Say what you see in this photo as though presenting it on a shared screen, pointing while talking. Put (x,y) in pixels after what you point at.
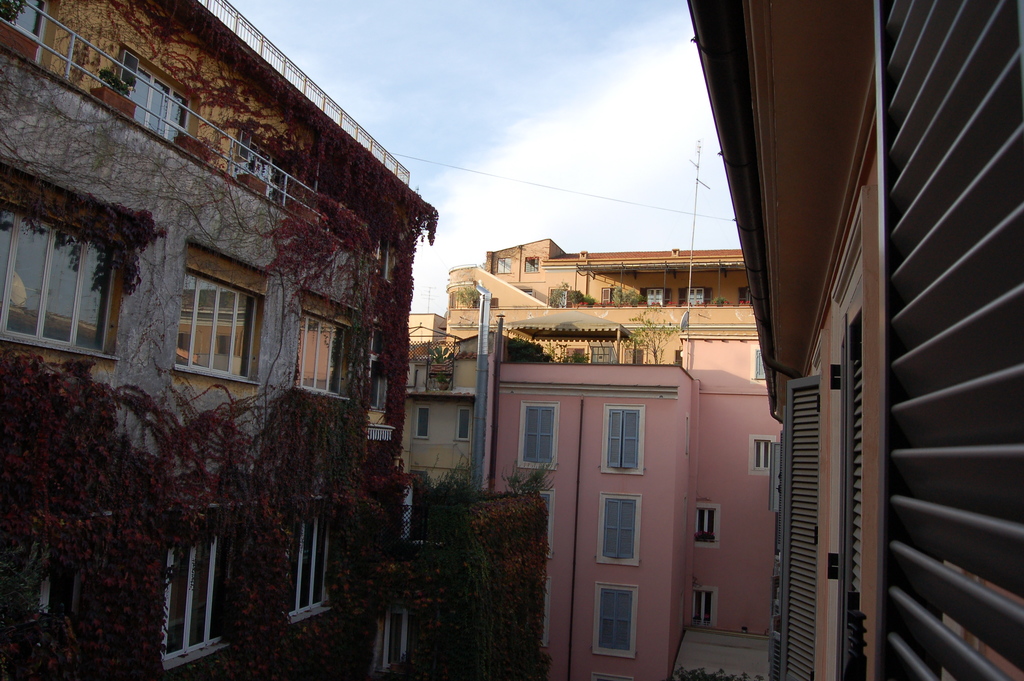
In this image there are buildings (603,509) and we can see moss (485,525) on the building (327,412). There are poles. In the background (586,171) there is sky (580,159).
